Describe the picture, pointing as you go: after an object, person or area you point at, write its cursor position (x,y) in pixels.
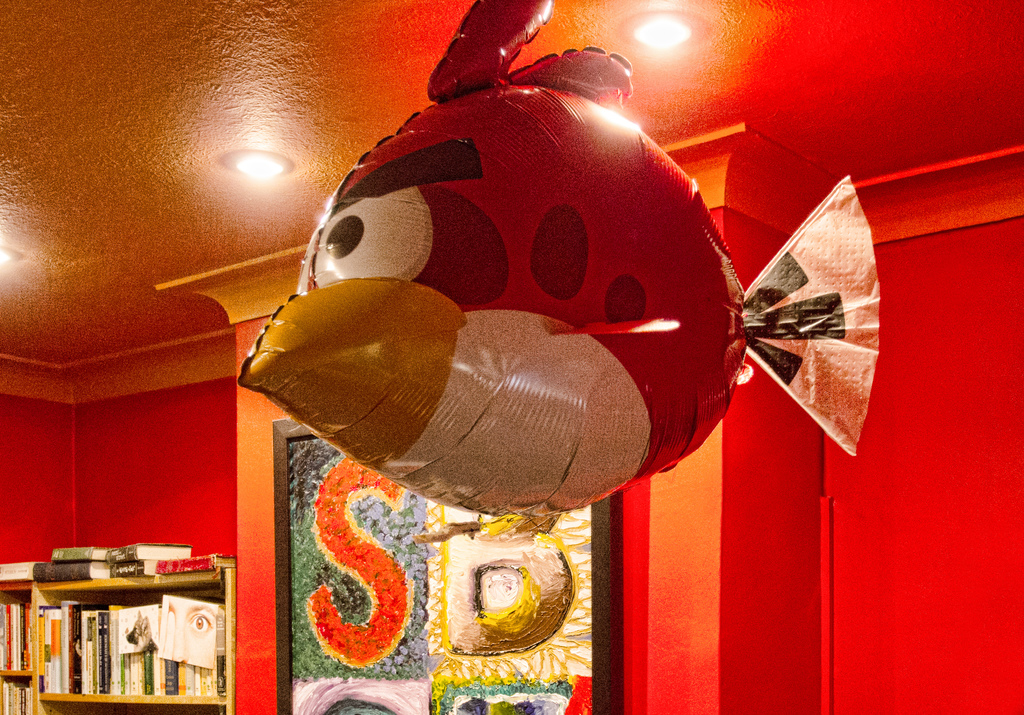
In this image we can see an inflatable object (488,202) is hung from the roof (217,83). In the background (155,404), we can see a wall (109,466) and a rack (234,605). We can see so many books (112,609) are arranged on the rack (11,673).
